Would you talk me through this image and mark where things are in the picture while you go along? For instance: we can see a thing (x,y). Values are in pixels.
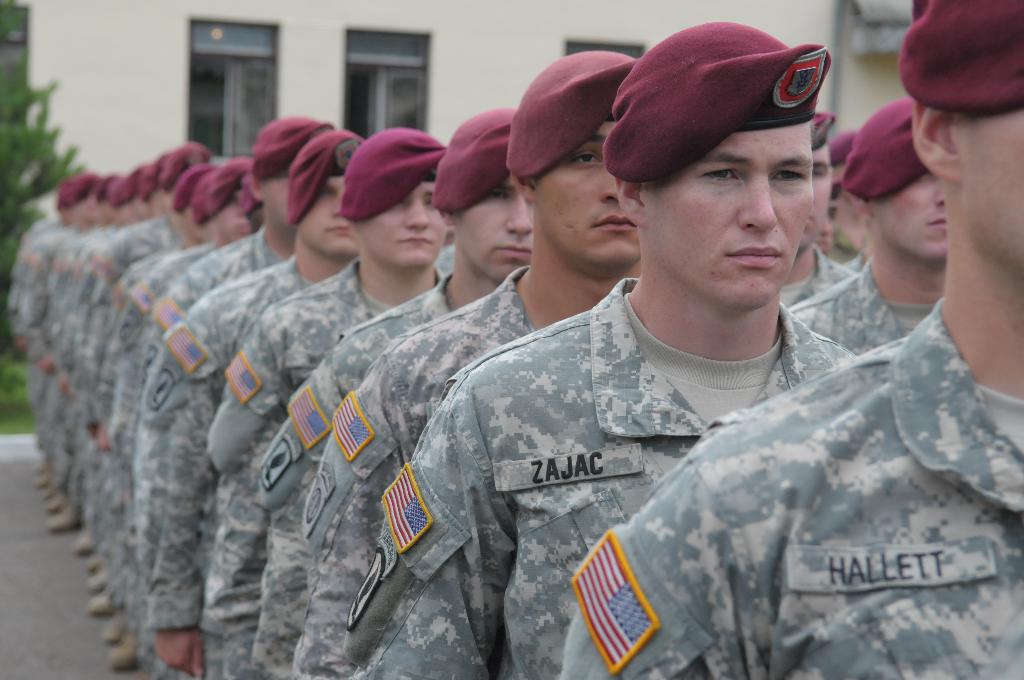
In the foreground of this image (422,262), there are men (221,258) wearing caps (616,102) and military dress (376,497) are standing on the road (39,557). In the background (44,159), there is greenery (23,157) and a building (507,20).
